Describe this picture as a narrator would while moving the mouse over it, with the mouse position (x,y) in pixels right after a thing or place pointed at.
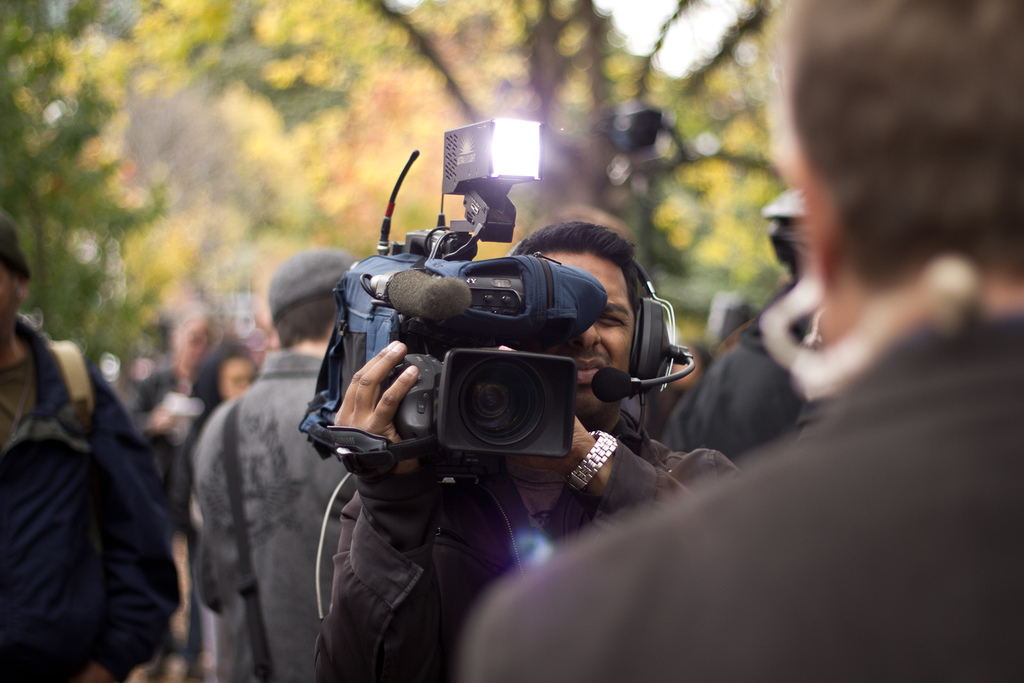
In the middle (581,369) a man (528,487) is recording video around him there are many. There are trees (299,99) in the background (374,108).
